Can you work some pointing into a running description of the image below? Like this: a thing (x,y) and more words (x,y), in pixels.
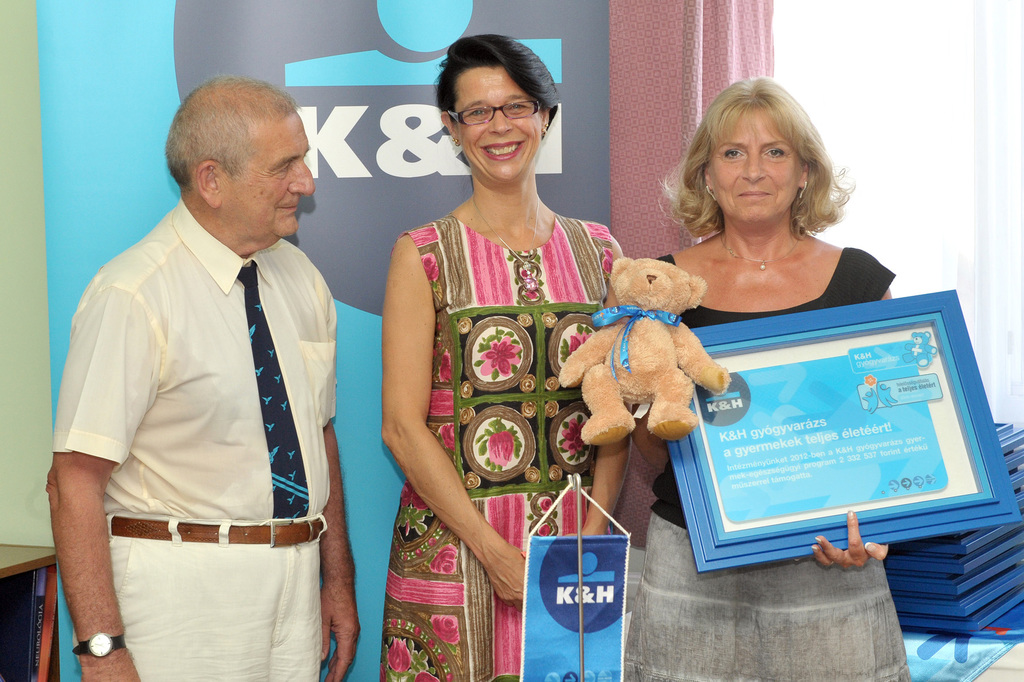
In this picture we can see a man (305,393) and two women (549,340) standing, a woman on the right side (694,351) is holding a frame (838,474) and a teddy bear (683,384), a man (236,530) on the left side (188,516) wore a tie (285,514) and a watch (96,652).
